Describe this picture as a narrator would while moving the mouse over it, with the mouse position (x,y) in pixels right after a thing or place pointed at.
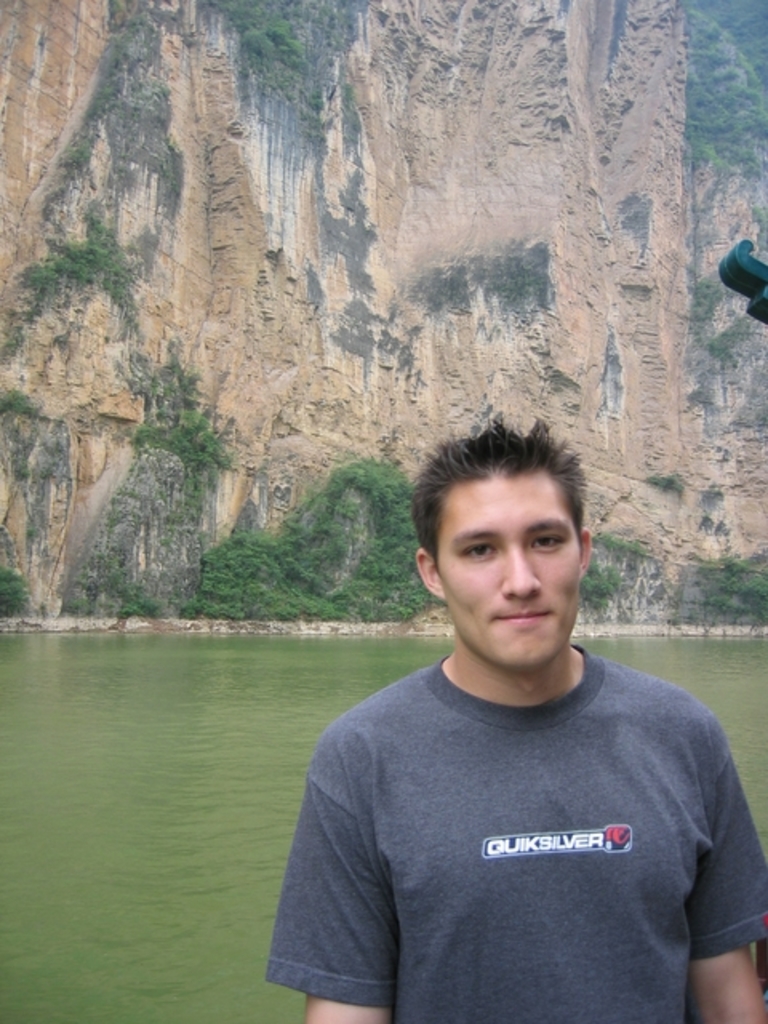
In this picture I can see there is a man (510,811) standing, there is a river (138,719) in the backdrop (202,693), there is a huge mountain (182,92) and there are few trees (188,454).
